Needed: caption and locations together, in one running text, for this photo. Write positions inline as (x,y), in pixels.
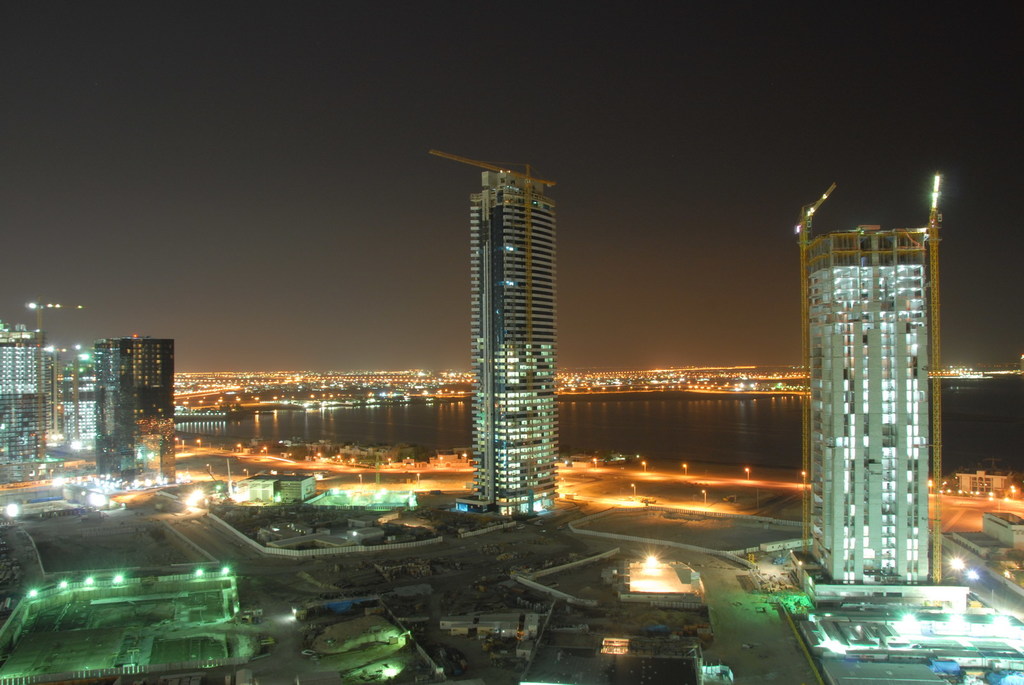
In this image we can see buildings (479,326), lights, also we can see the river (596,407) and the sky (528,147).
